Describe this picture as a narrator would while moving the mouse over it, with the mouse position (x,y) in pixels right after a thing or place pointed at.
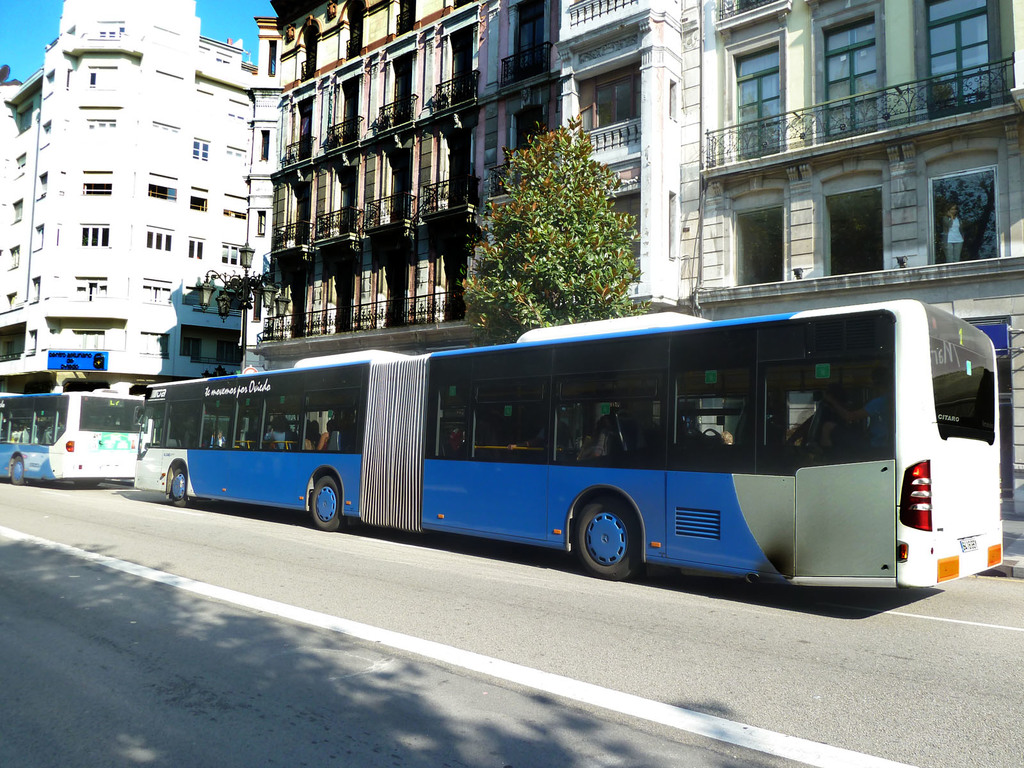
In the picture we can see a road (636,649) on it, we can see two buses (932,471) which are blue in color with black color window glasses (206,434) and behind it, we can see some buildings (162,52) with windows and railings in it and near it we can see a tree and behind the building (469,196) we can see some part of the sky (220,24).
